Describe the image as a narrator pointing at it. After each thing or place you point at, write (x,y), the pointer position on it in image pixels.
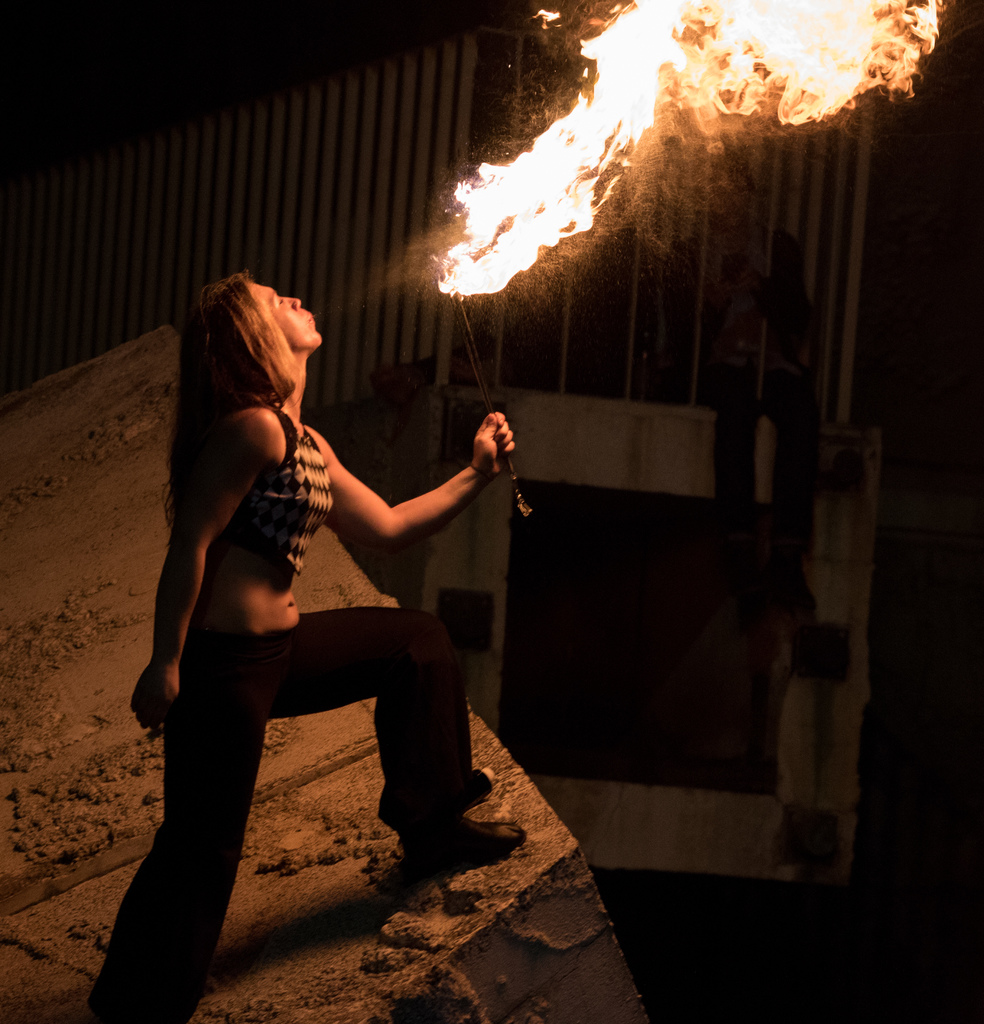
In this image we can see a woman (269,632) standing on the floor (344,565) and blowing fire (580,211). In the background (766,298) we can see another person (736,409).
